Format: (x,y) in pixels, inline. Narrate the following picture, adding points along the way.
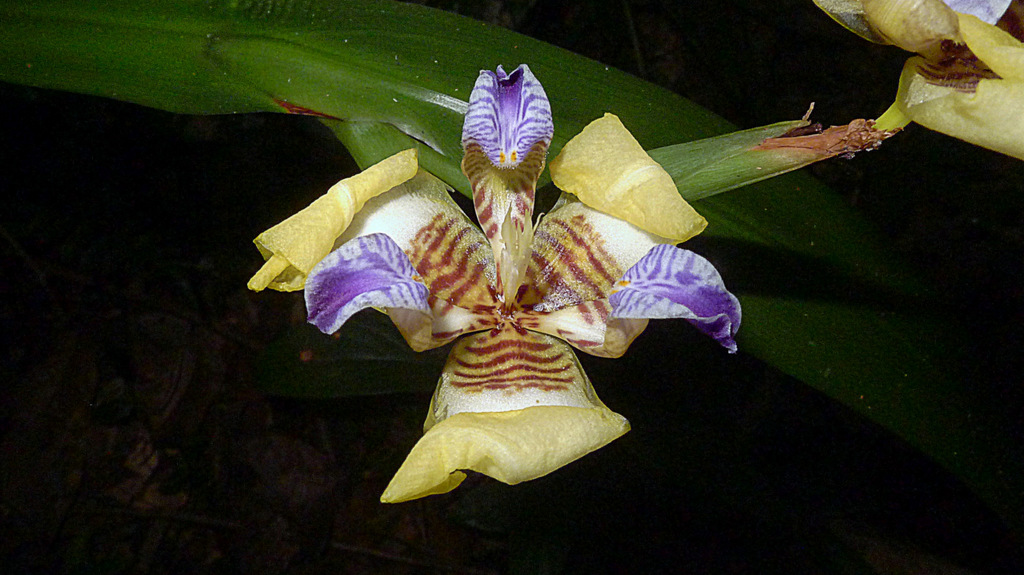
In this picture I can see a plant (394,256) with couple of flowers (468,332) and I can see few dry leaves (240,556) on the ground (692,509).
